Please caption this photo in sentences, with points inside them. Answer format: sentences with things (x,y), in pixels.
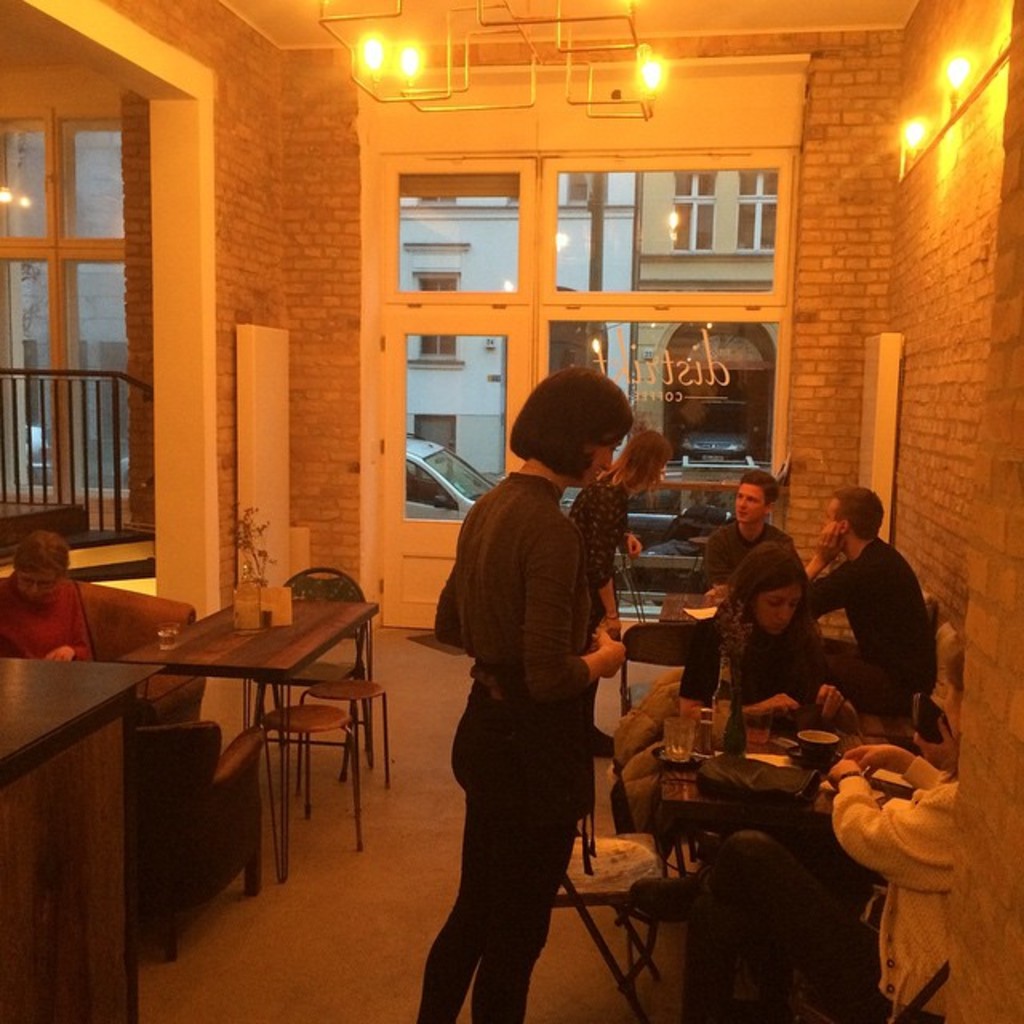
In this image I can see a building (173,496) which consists of lights (921,136), a glass door (657,298). Here it's a woman (529,805) standing over here. This is the table (689,791) and people (806,691) are having their meal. This women (506,792) is in a t shirt (525,673) and a pant (522,847), she has short hair (558,430).
